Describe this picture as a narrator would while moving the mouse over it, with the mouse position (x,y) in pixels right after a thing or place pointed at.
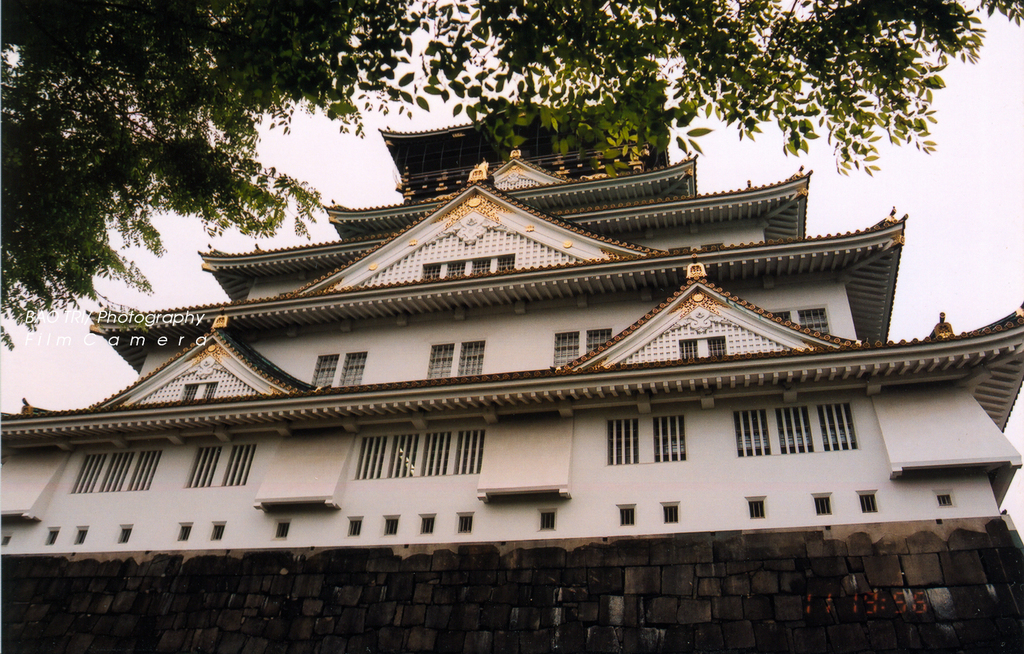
In the center of the image (396,318) we can see a building (515,391), windows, wall (499,553). On the left side of the image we can see some text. At the top of the image (313,64) we can see a tree (345,44) and sky (876,180).
